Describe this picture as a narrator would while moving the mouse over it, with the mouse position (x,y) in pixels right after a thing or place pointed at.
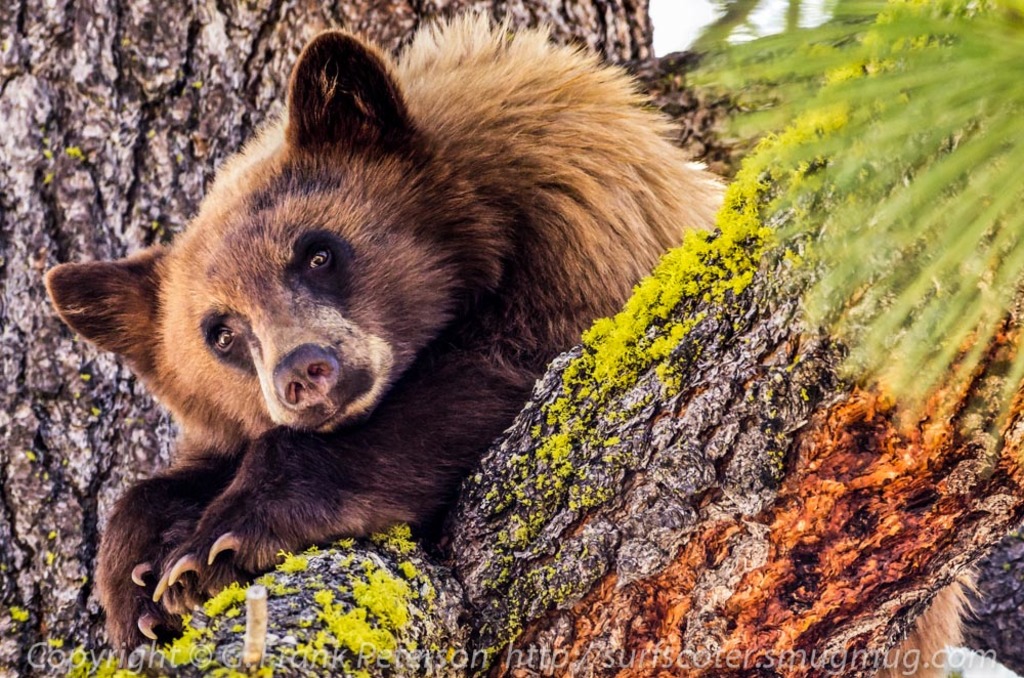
In this image there is a bear (374,290) sitting on the tree (741,413), there are mosses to the branch (686,512) of the tree (407,595) and some text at the bottom (762,665).
